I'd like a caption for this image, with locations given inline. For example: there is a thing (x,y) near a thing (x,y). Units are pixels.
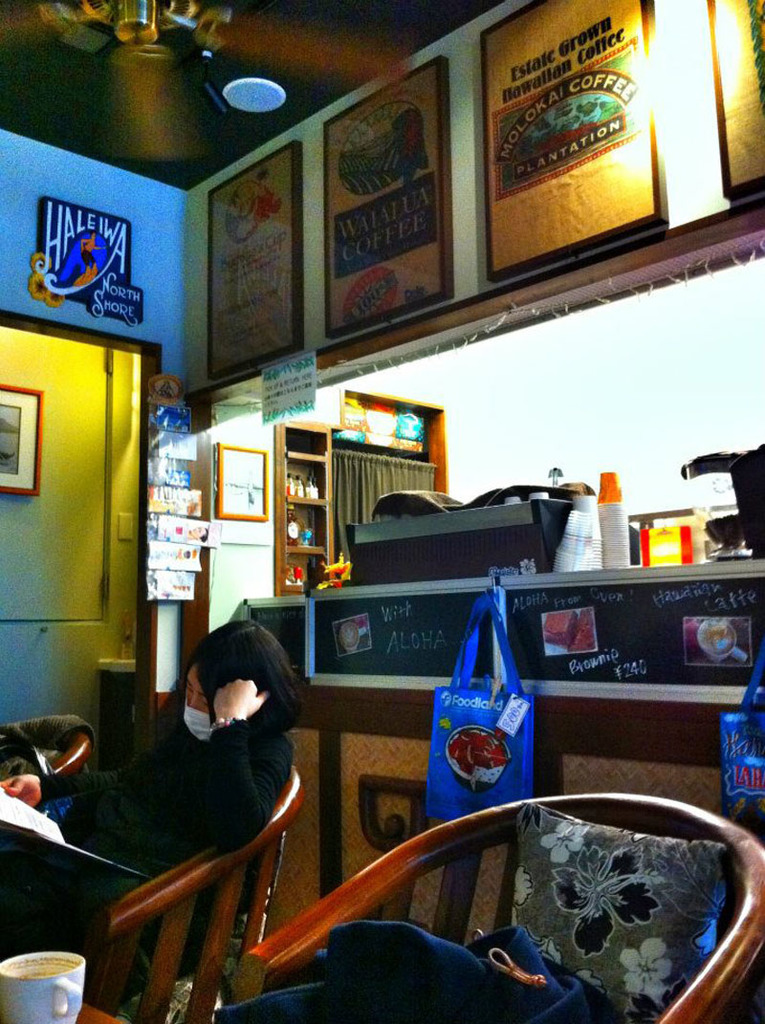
In the picture I can see a person (235,806) is sitting on a chair (135,890) and holding something in the hand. I can also see another chair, a pillow (599,958), a cup (71,992), objects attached to the wall (108,441), bags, ceiling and some other things (284,608).
